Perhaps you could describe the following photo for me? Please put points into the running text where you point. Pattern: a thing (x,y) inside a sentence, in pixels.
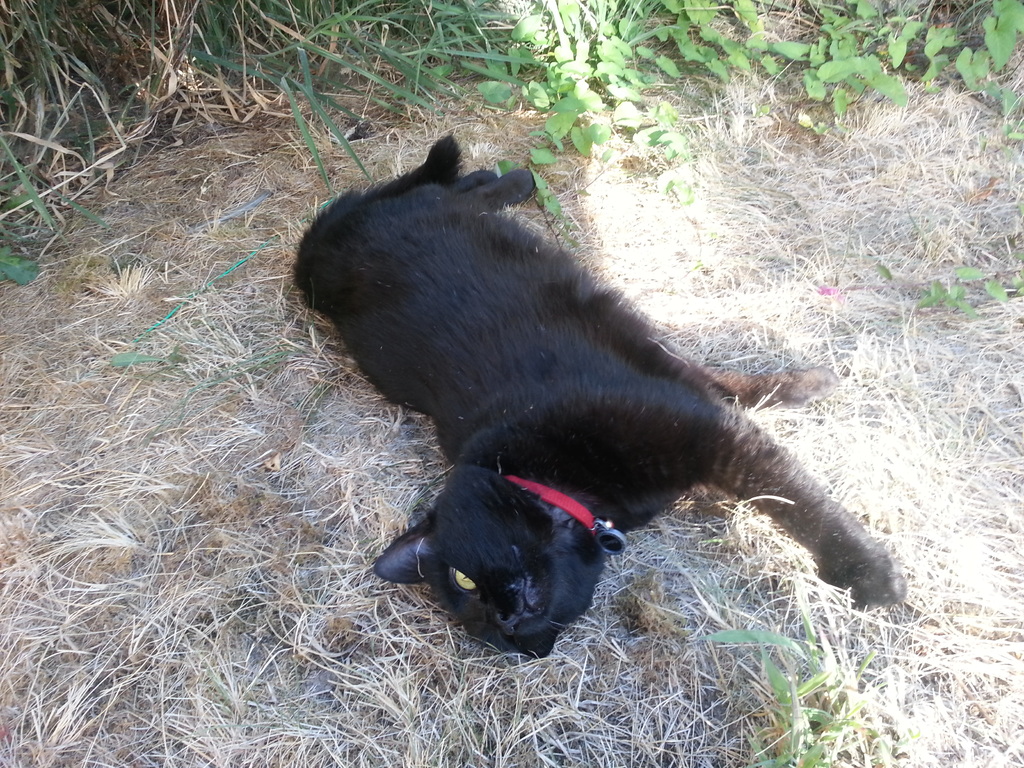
In the foreground of this image (611,326), there is a black cat (555,539) lying on the grass (382,585). At the top (354,44), there is greenery (598,34).
